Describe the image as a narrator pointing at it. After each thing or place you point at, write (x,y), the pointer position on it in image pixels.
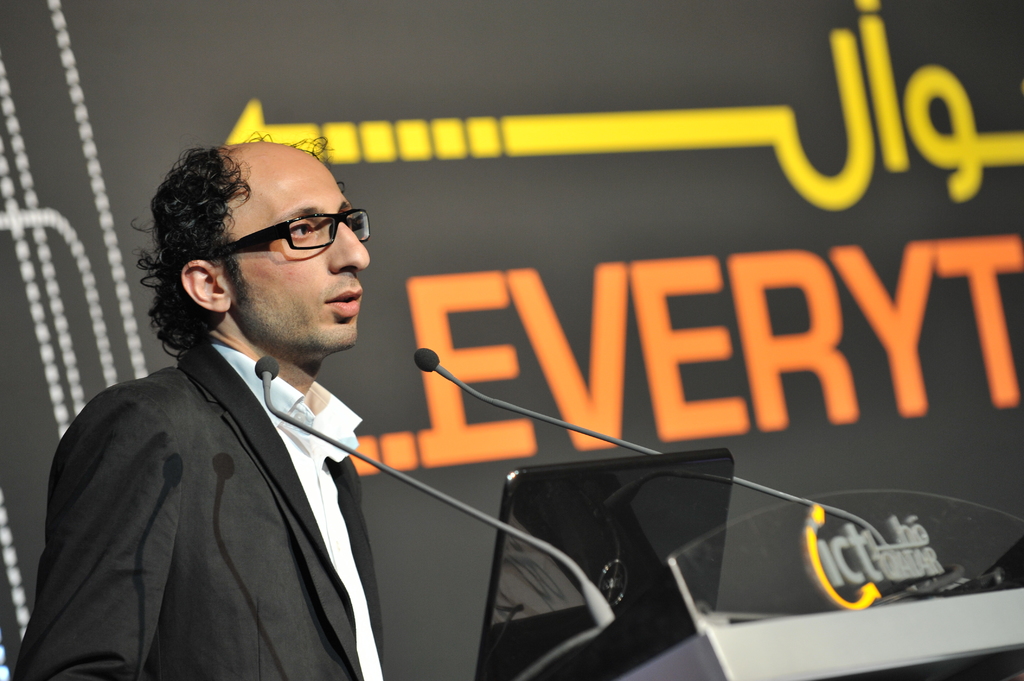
In the image we can see a man (284,515) wearing a shirt (311,464), blazer (212,427), spectacles (271,234) and the man (202,490) is on the left side of the image (131,549). Here we can see podium system (679,546), microphones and the poster (615,260).
